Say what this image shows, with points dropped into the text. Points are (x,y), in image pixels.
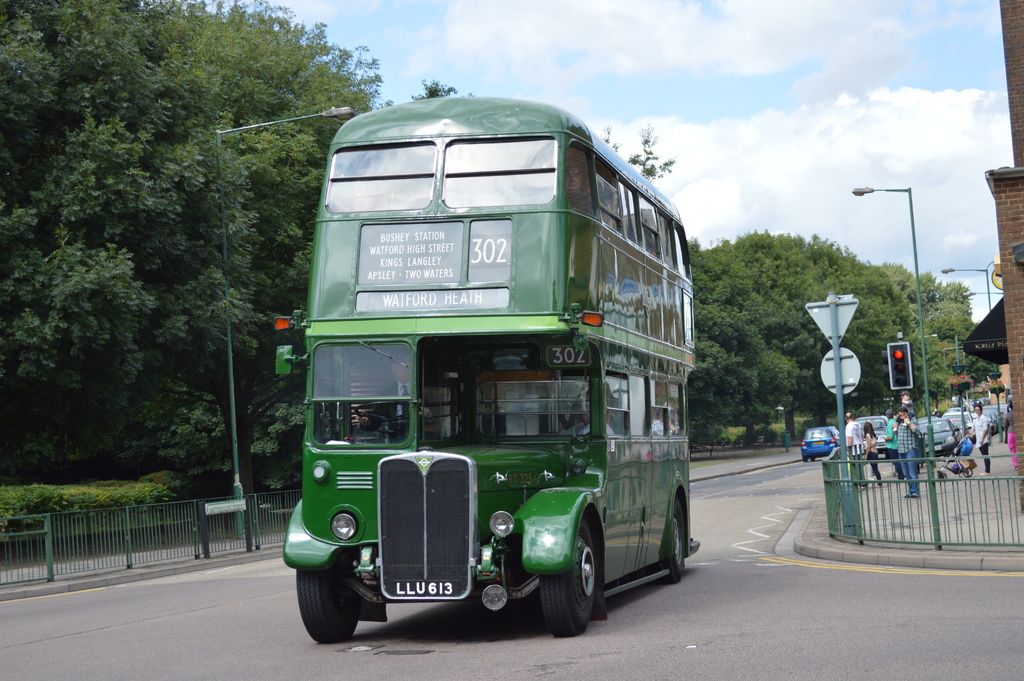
In the picture I can see a double Decker bus (465,275) on the road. I can see a few people (909,412) on the side of the road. I can see the metal fence (973,497) on both sides of the road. There are light poles (921,325) on both sides of the road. I can see the trees (697,382) on the side of the road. There is a traffic signal pole (899,356) on the right side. There are clouds (858,130) in the sky (906,185).
